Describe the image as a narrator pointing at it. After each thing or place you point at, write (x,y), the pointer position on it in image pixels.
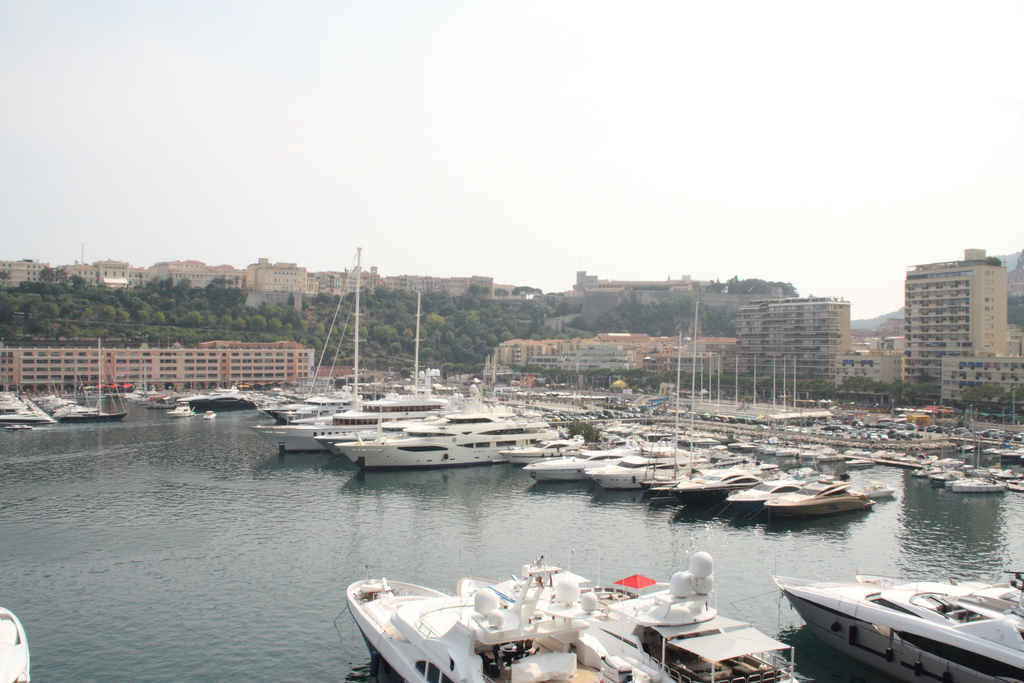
In this image I can see the boats (539,566) on the water (457,544). In the background (396,368), I can see the buildings (307,357), trees (258,321) and the sky (476,190).
